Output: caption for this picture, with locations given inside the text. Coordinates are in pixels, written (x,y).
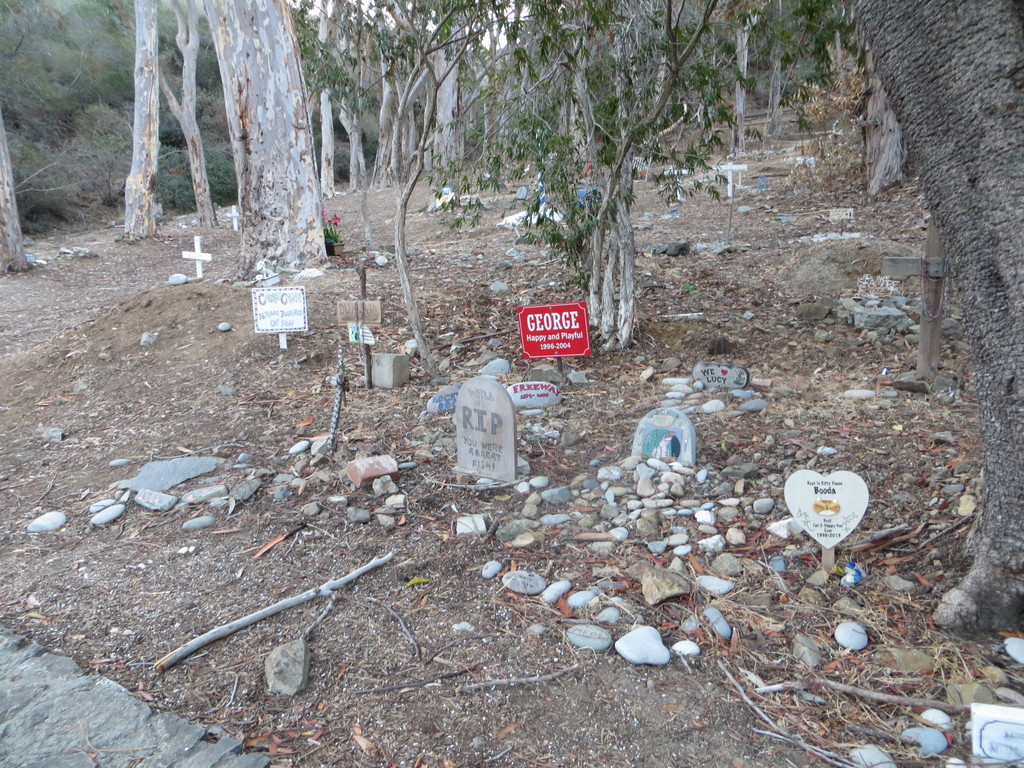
In this image we can see a graveyard (569,361) and so many trees (281,146).
